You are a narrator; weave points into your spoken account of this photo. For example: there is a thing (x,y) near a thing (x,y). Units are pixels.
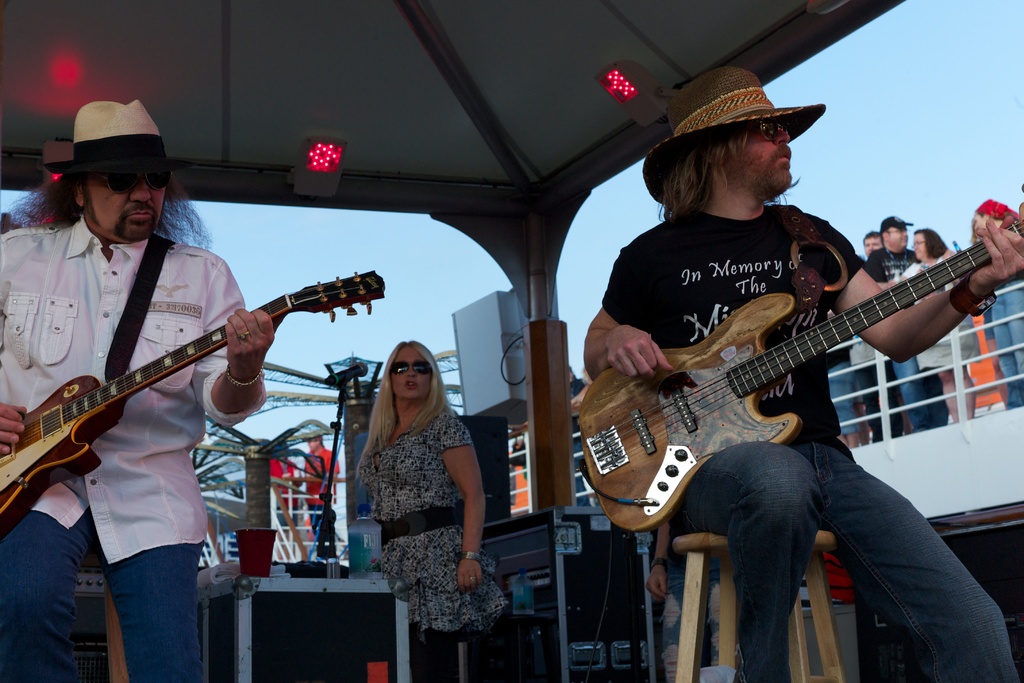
In this picture we can see two men (845,295) and one woman (405,486) where this two (749,526) are sitting on stools (825,570) and holding guitars (26,417) in their hands (26,417) and playing it and in background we can see some persons (855,358) standing at fence (883,408) this woman (389,479) wore goggles (425,361) and in front of her we have bottle (359,573) on speakers (294,611), shed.
